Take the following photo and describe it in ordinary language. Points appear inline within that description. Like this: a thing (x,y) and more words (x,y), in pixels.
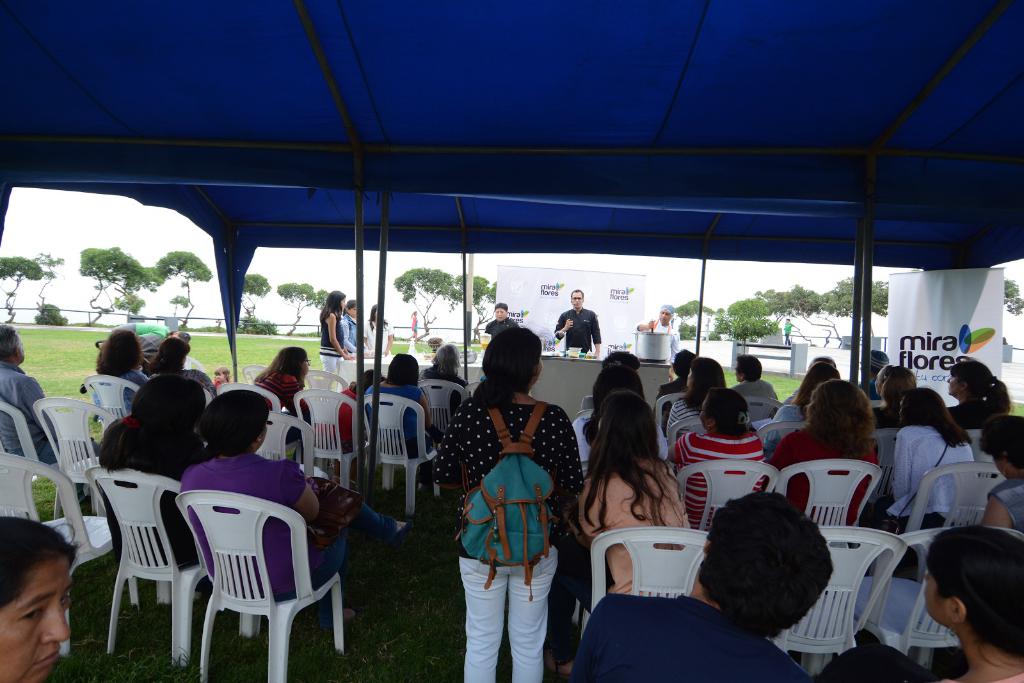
There are a group of people (635,362) sitting on a chair (74,415). There is a woman (519,336) standing at the center (515,358). Here is a man (564,313) standing and looks like he is giving instructions to the people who are sitting. In the background (202,261) there are trees (165,258).
